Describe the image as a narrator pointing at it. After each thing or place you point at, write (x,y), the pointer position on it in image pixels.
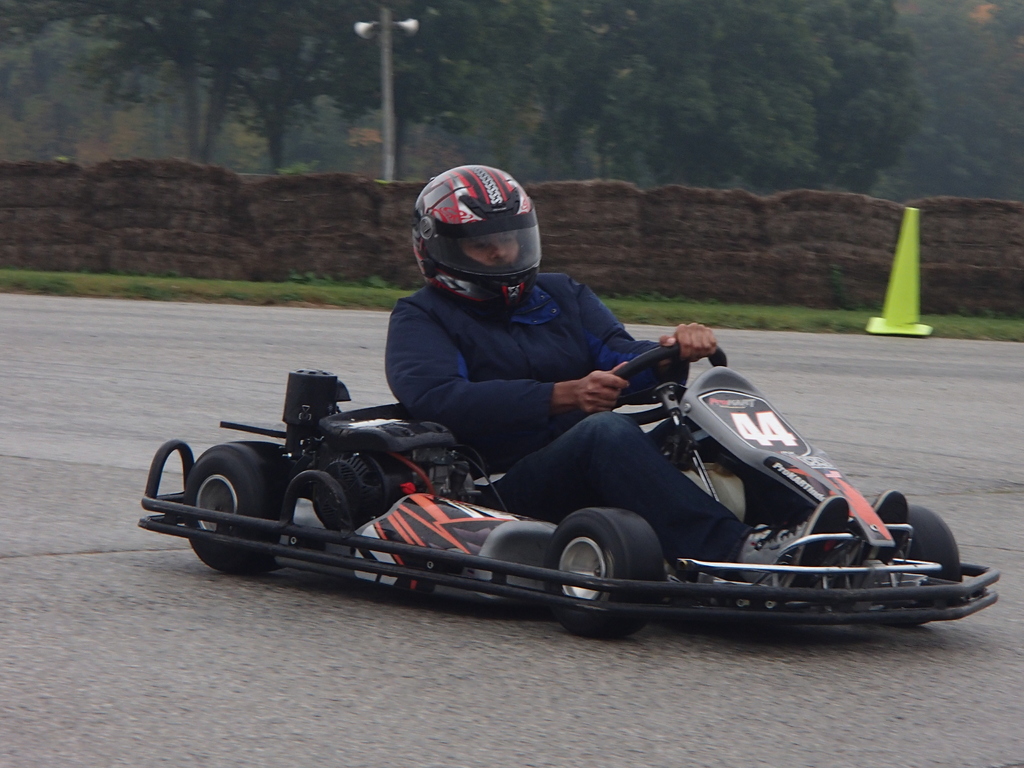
In this image, we can see a person (523,306) wearing a helmet (457,273) and driving a vehicle (639,516). There is a wall (760,244) in the middle of the image (625,292). There is a pole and trees (635,87) at the top of the image (235,74). There is a divider cone (895,310) on the right side of the image (895,310).
